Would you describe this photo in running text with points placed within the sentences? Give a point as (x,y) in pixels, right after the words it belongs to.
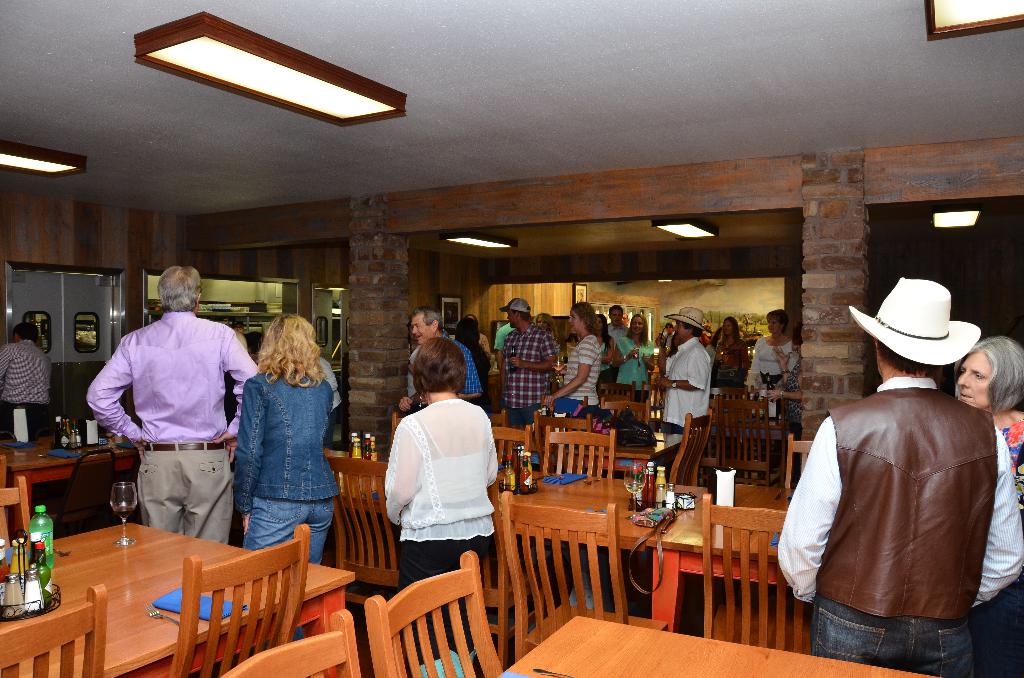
In a room (26,105) there are many people (625,336) standing. There is a table (568,500). On the table (583,493) there are some bottles (655,489), glasses (641,485), handbags (656,540) and chairs (577,533) are there. And on the top (685,225) there are some lights (268,94). We can see the pillars (382,311). And to the left corner (66,324) there is a door (75,336).
